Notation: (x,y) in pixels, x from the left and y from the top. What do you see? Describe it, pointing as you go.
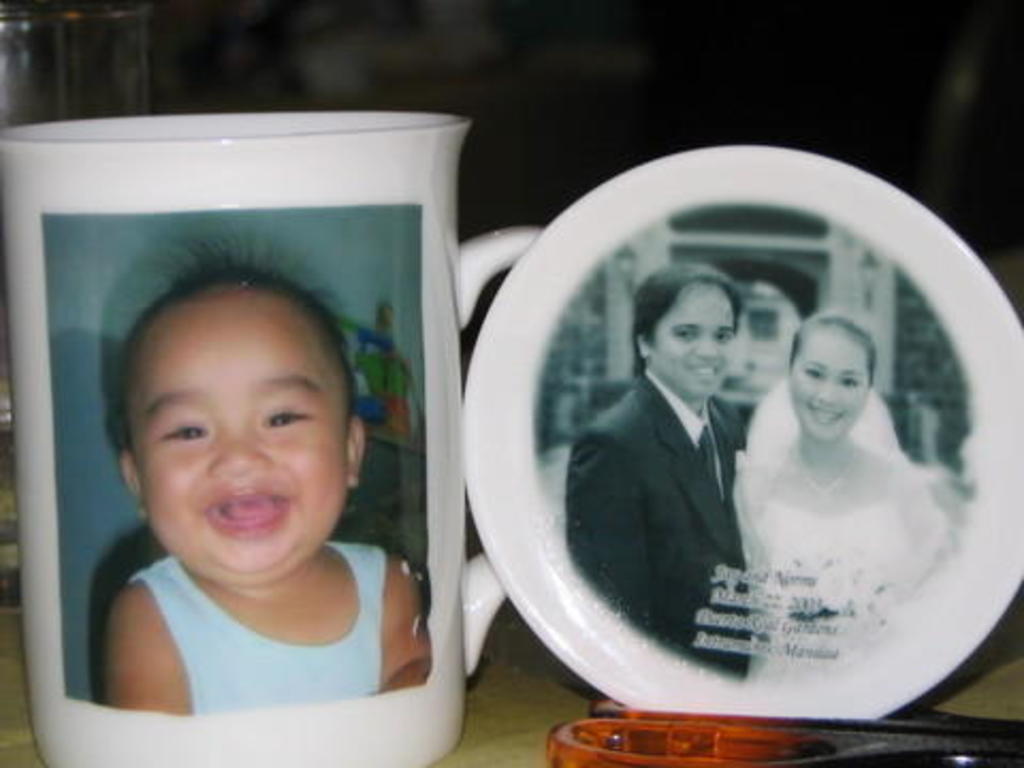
On this mug (363,372) and saucer (741,367) there are pictures (754,521) of a baby (220,662) and people (788,479). In-front of this saucer (541,372) there is an object (615,732). Background (441,56) it is dark.
